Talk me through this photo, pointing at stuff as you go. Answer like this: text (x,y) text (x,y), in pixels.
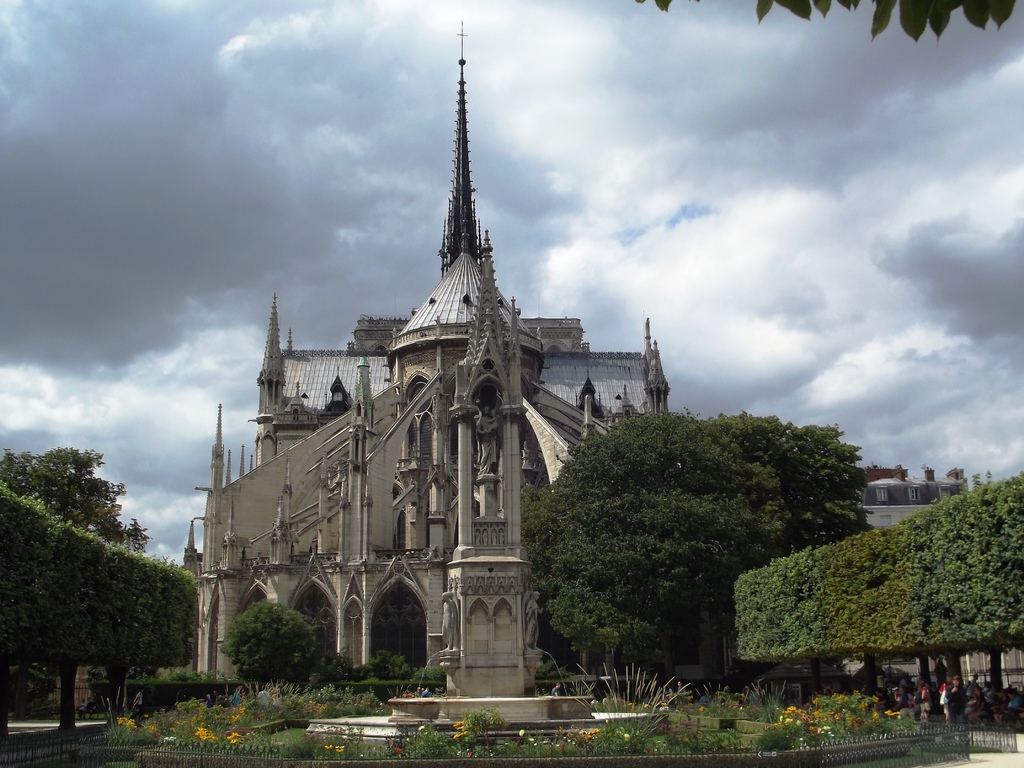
In the picture i can see some plants (291,701), trees (44,628) on left (41,625) and right side of the picture (756,498) and in the background of the picture (380,440) there is a building (362,420) and top of the picture (537,114) there is cloudy sky (438,172).
